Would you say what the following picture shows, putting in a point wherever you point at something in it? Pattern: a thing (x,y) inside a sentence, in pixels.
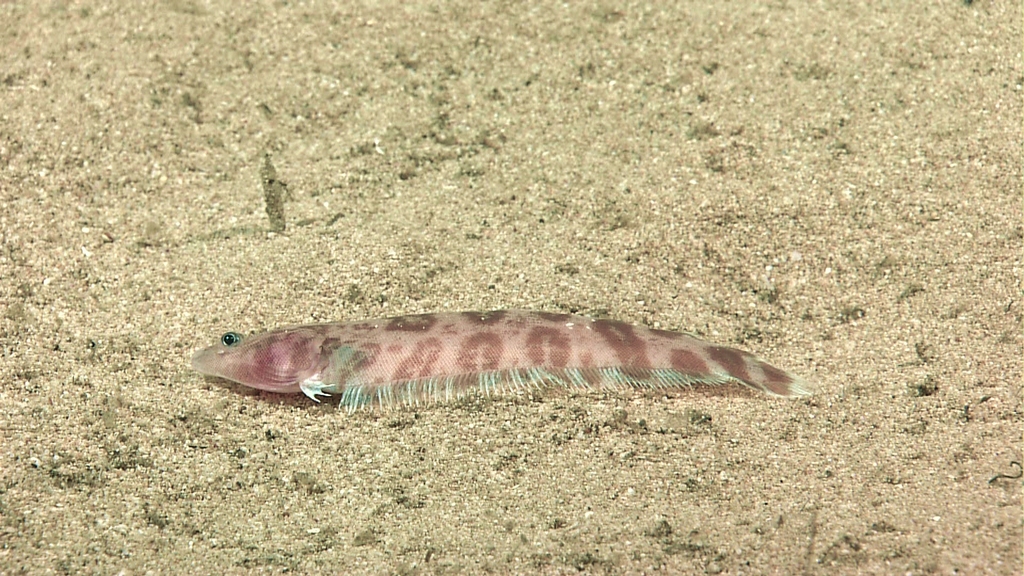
In this image in the center (666,369) there is one fish (481,372), and at the bottom (892,465) there is sand (523,486).
